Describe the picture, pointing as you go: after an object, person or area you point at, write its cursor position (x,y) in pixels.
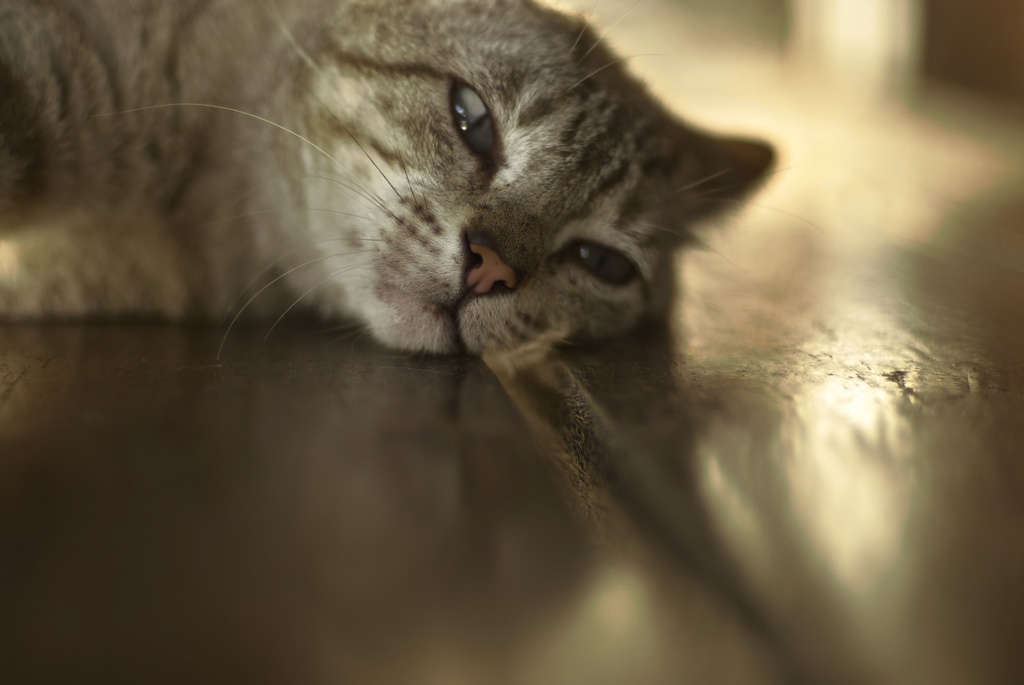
In the image there is a cat (623,144) lying on the floor (53,481).
